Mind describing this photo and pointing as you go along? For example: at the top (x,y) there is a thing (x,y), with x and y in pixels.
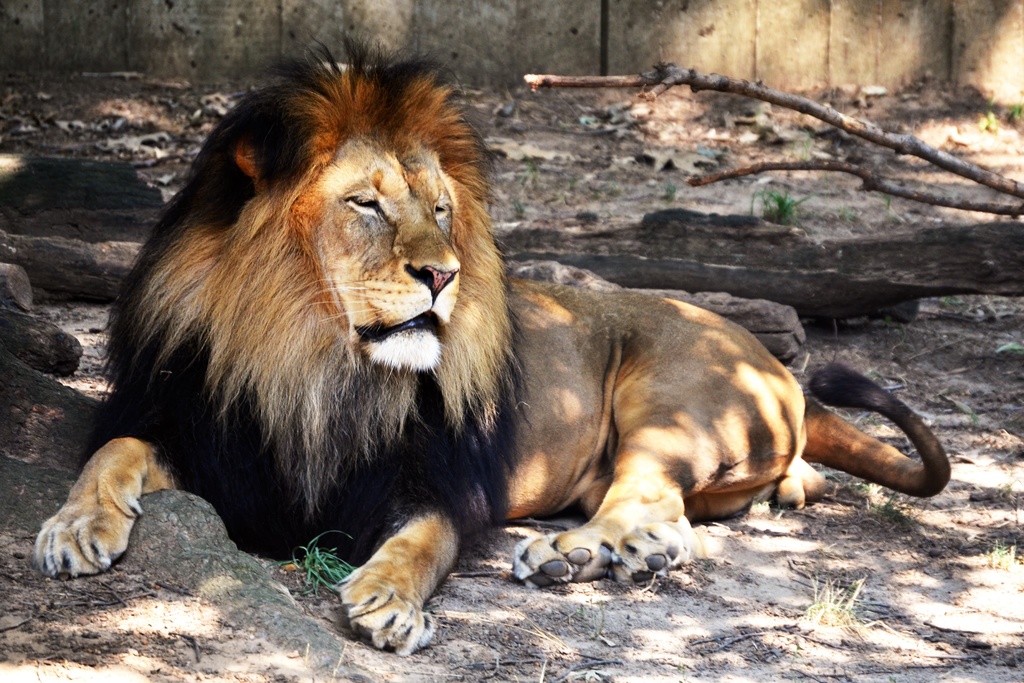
In this image in front (726,468) there is a lion (652,463). Behind the lion (379,290) there are tree barks (763,292). In the background of the image (559,48) there is a wall (663,24).
